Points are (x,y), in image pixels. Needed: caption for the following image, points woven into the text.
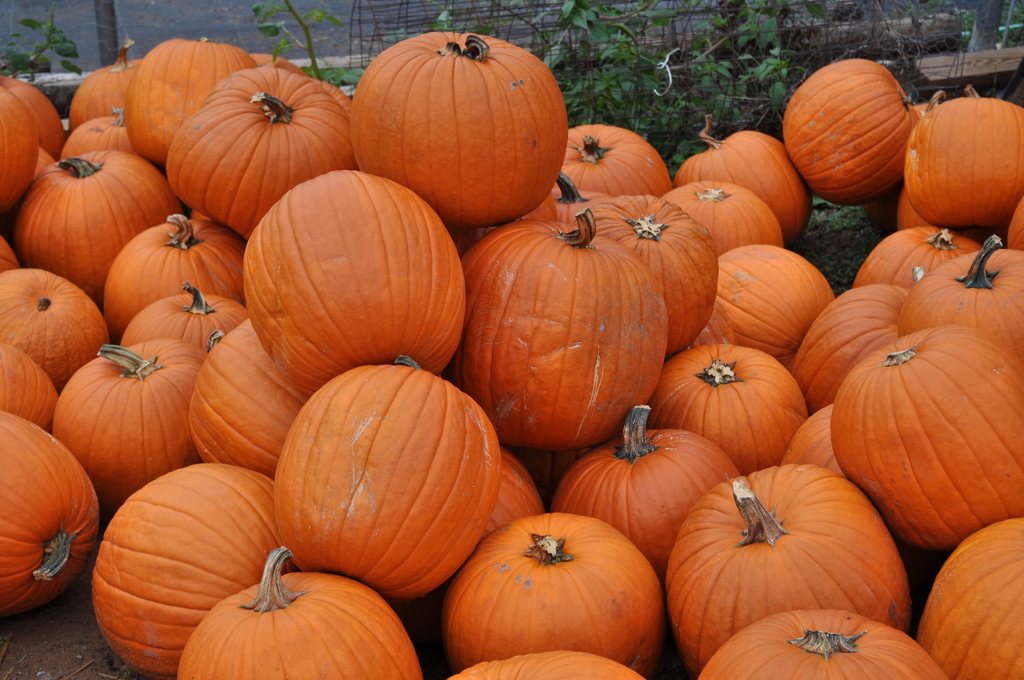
In this image we can see some pumpkins (536,349) which are of orange color and in the background of the image (603,64) there are some plants (673,123) and fencing (640,72).
